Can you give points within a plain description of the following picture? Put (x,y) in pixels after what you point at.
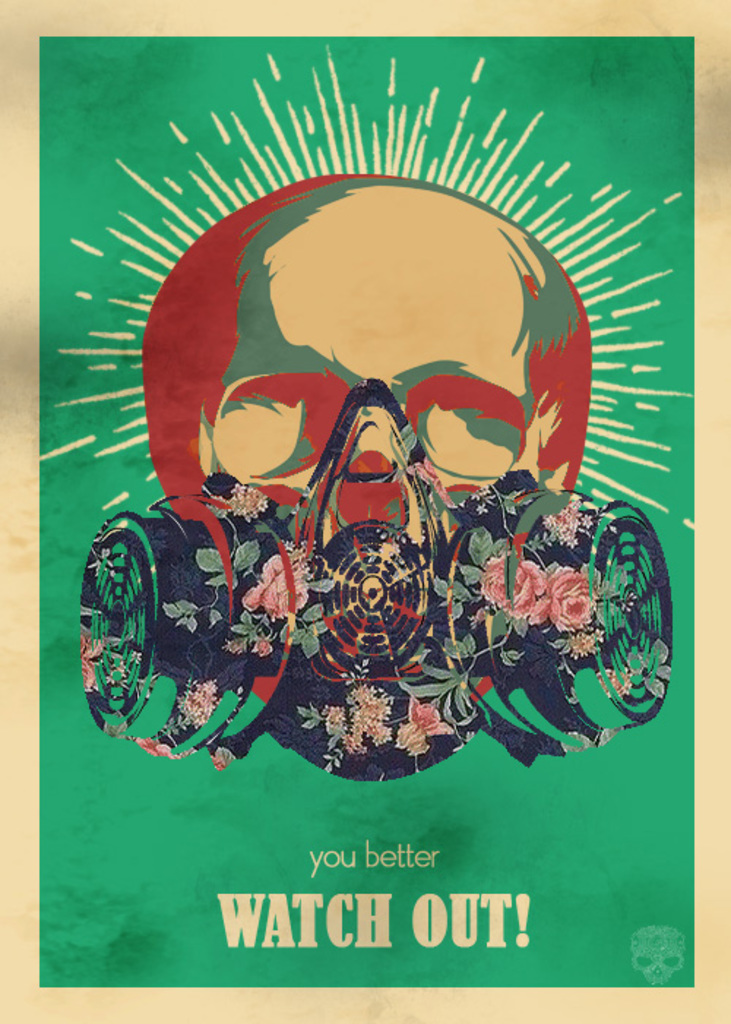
It is an edited image with a skull (405,239) with a mask (378,537). The background (165,883) is in green color. There is a text (304,923) and the image has borders (705,1003).
